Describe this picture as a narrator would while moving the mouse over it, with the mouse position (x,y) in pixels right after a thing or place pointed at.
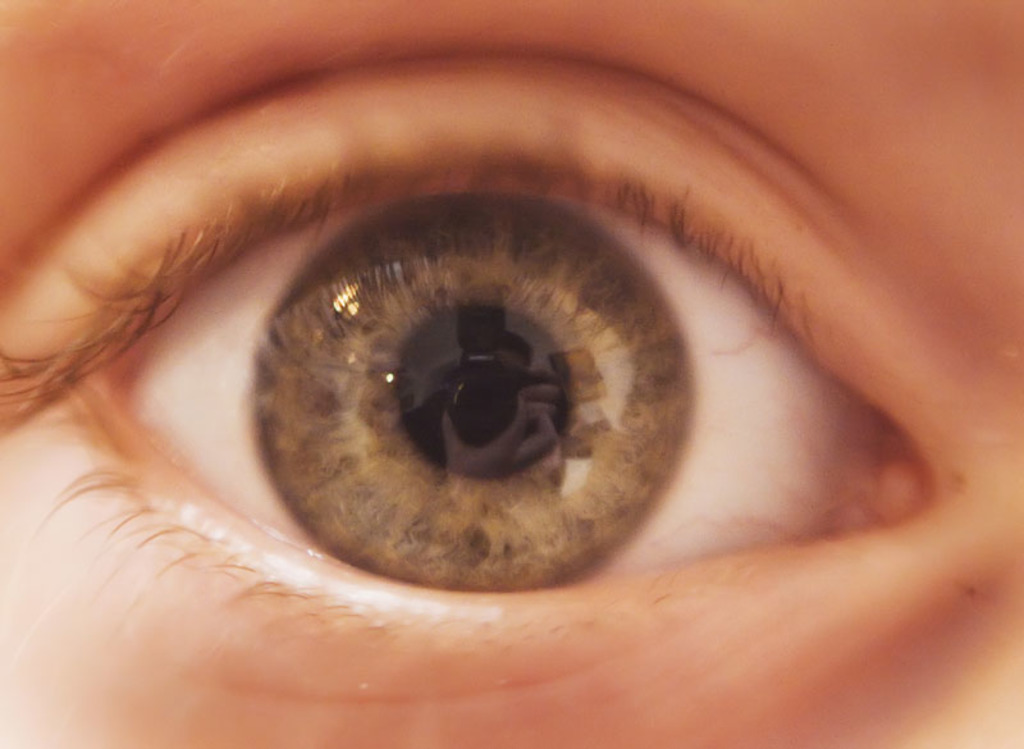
In this image we can see the human eye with eyelids (47,383).
